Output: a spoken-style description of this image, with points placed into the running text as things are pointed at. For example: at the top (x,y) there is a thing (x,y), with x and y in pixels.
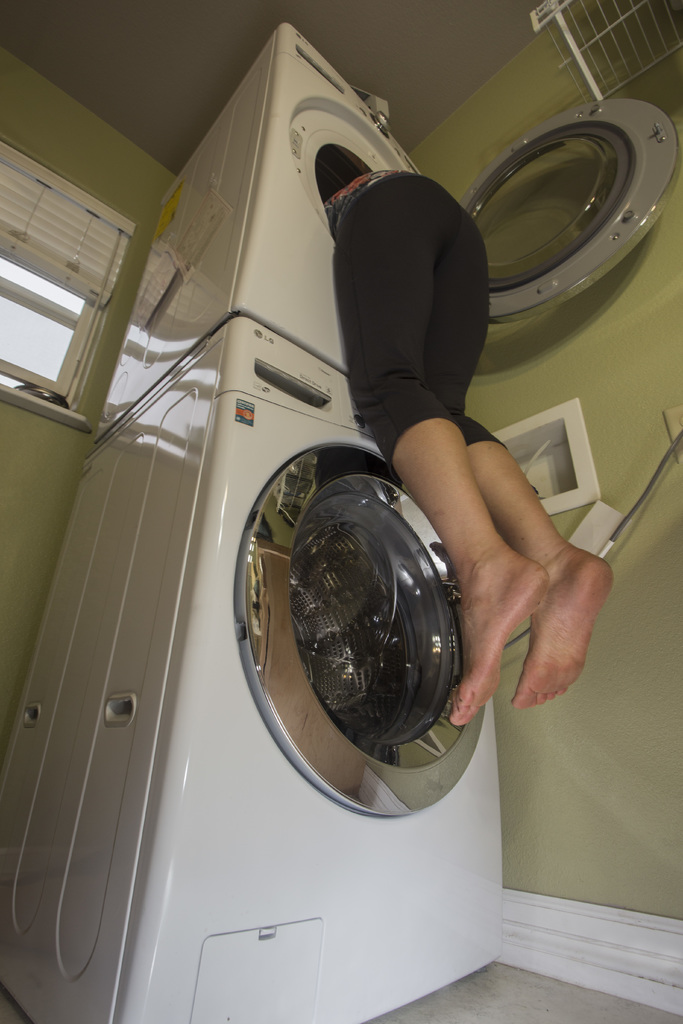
Here in this picture we can see washing machines (225,330) present on the floor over there and we can see a person (420,294) peeking through its door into it and on the wall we can see a window (94,284) with window flaps (93,257) present over there.
